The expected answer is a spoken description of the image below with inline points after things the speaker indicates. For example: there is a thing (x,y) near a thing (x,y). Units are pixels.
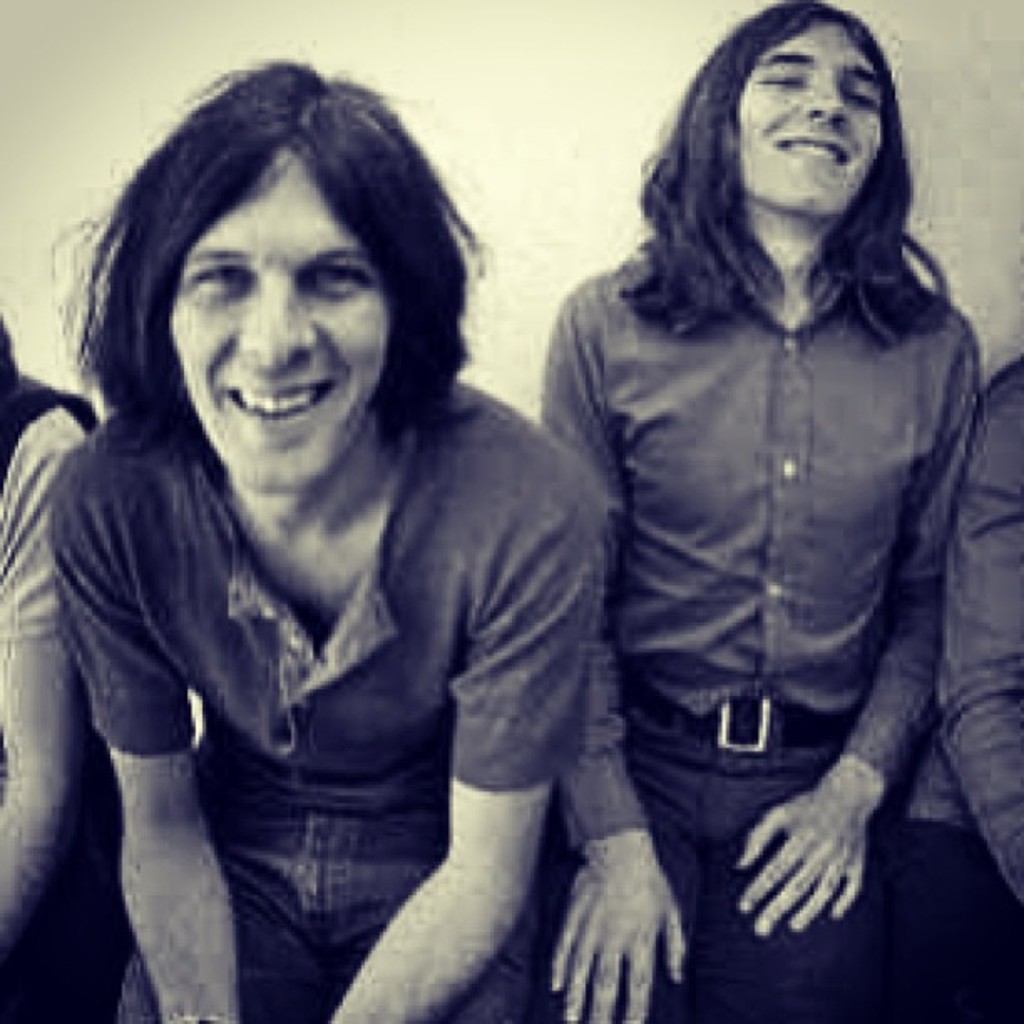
In this image we can see a few persons (719,91) are sitting, two of them are smiling, behind them there is a wall (968,310), and the picture is taken in black and white mode.
